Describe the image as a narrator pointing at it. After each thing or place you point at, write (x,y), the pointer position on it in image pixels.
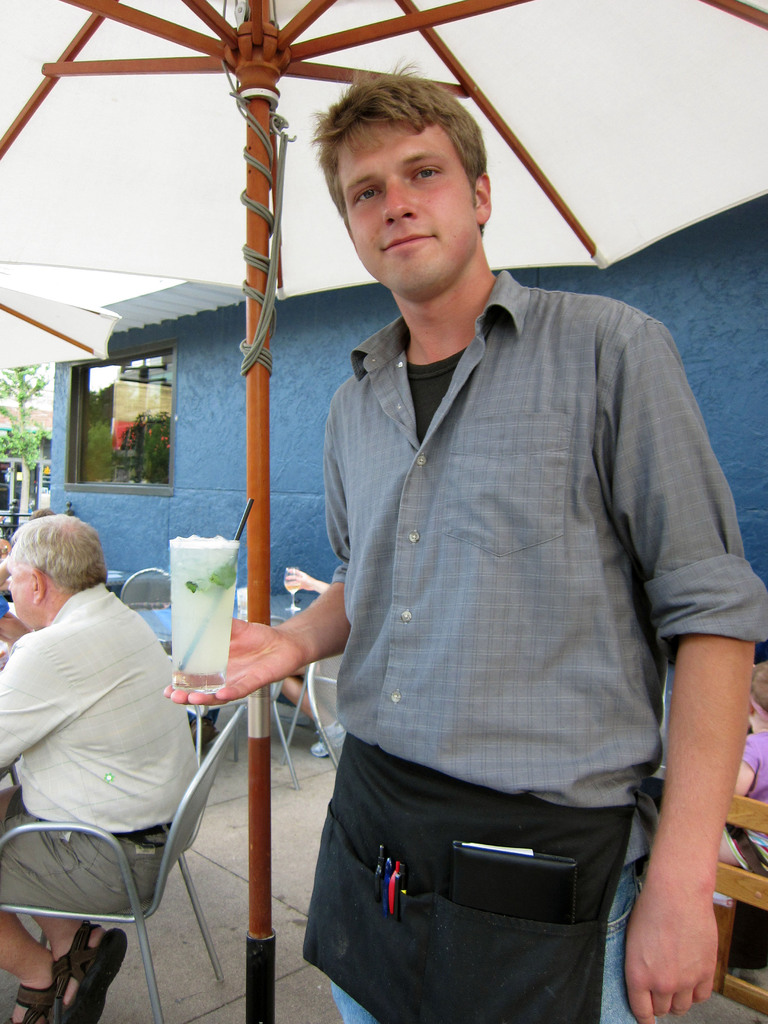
This picture shows a man (413,500) standing and holding a glass (183,689) in his hand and we see few people (96,773) seated on the chairs (750,820) and we see a house (76,508) and a umbrella (610,16) and a tree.
